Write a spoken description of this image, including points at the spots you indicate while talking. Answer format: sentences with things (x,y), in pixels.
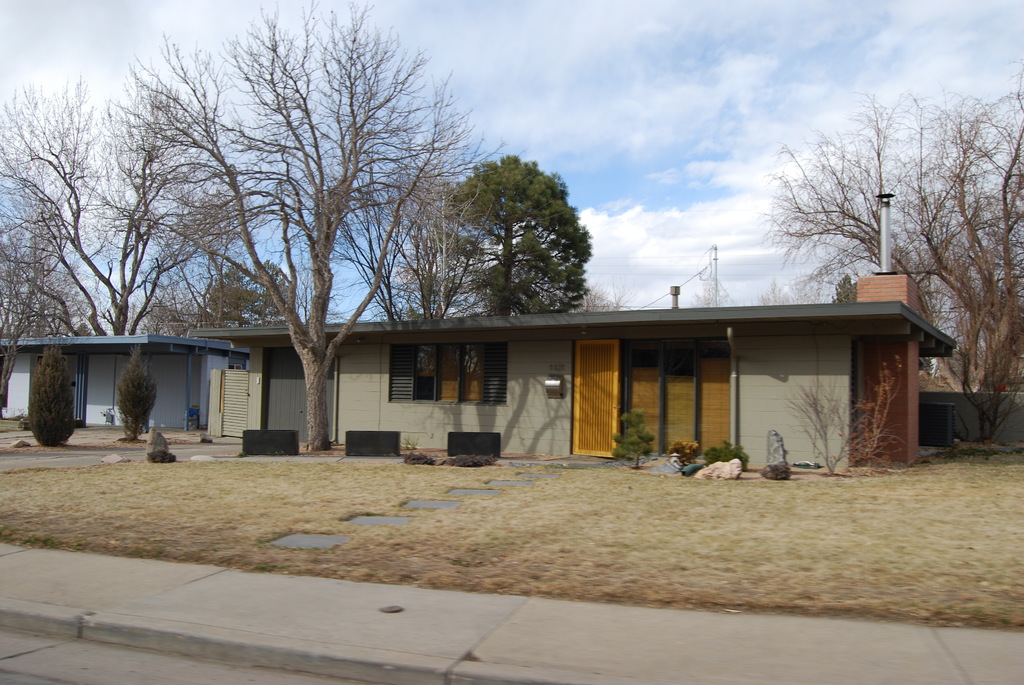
In the center of the image (386,420) there is a house (355,391) and we can see trees (405,228). On the left (57,417) there are bushes (57,417). In the background (545,104) there is sky (605,102).
